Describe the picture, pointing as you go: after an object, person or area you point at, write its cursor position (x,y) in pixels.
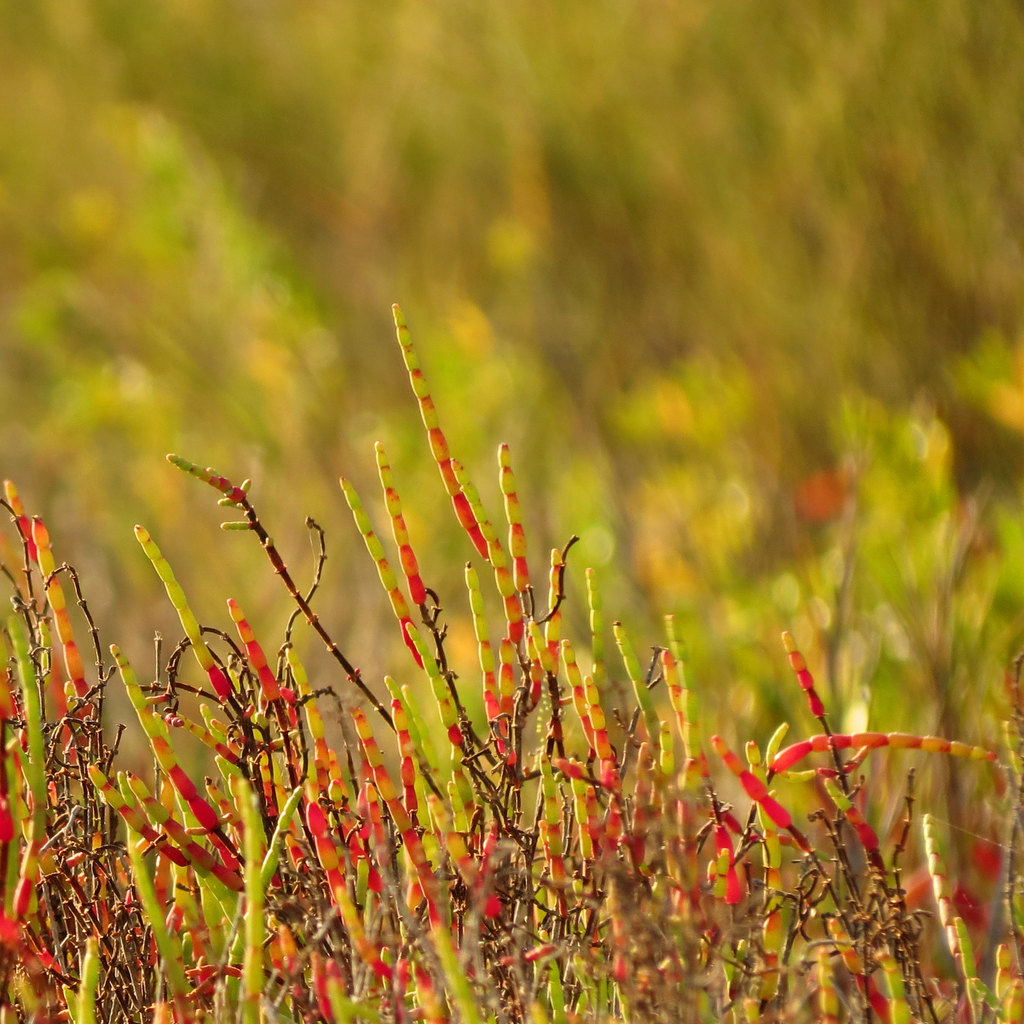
In this image, we can see plants (560,563) and the background (168,226) is blurry.
